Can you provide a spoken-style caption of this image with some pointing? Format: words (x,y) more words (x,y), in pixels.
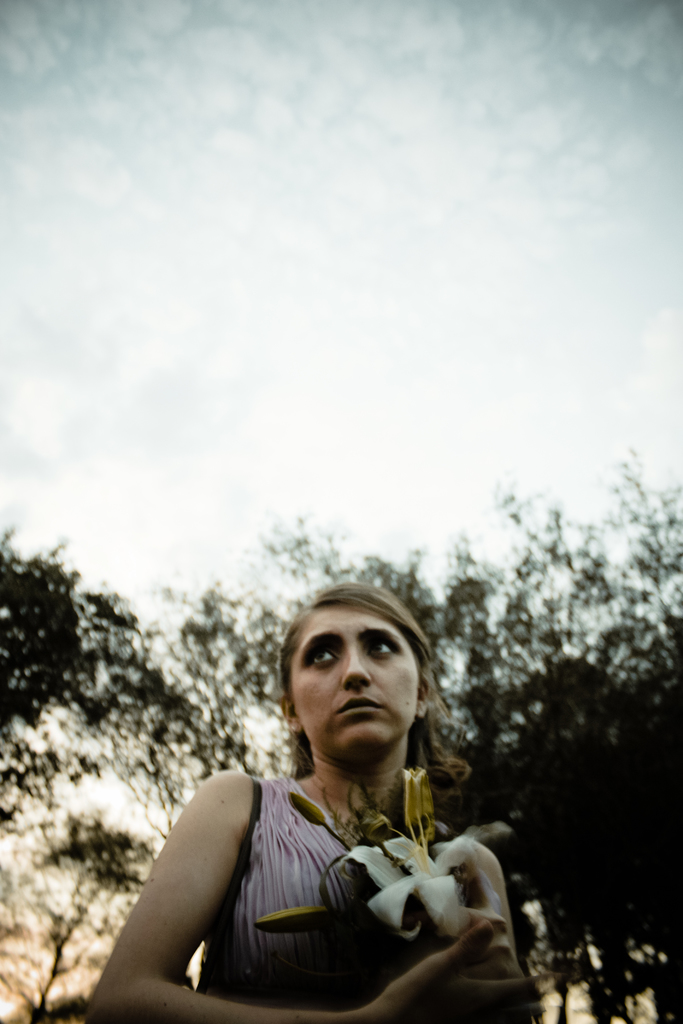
In this image we can see a woman (279,805) holding some flowers (409,817). On the backside (515,725) we can see some trees (448,659) and the sky (327,297) which looks cloudy.
